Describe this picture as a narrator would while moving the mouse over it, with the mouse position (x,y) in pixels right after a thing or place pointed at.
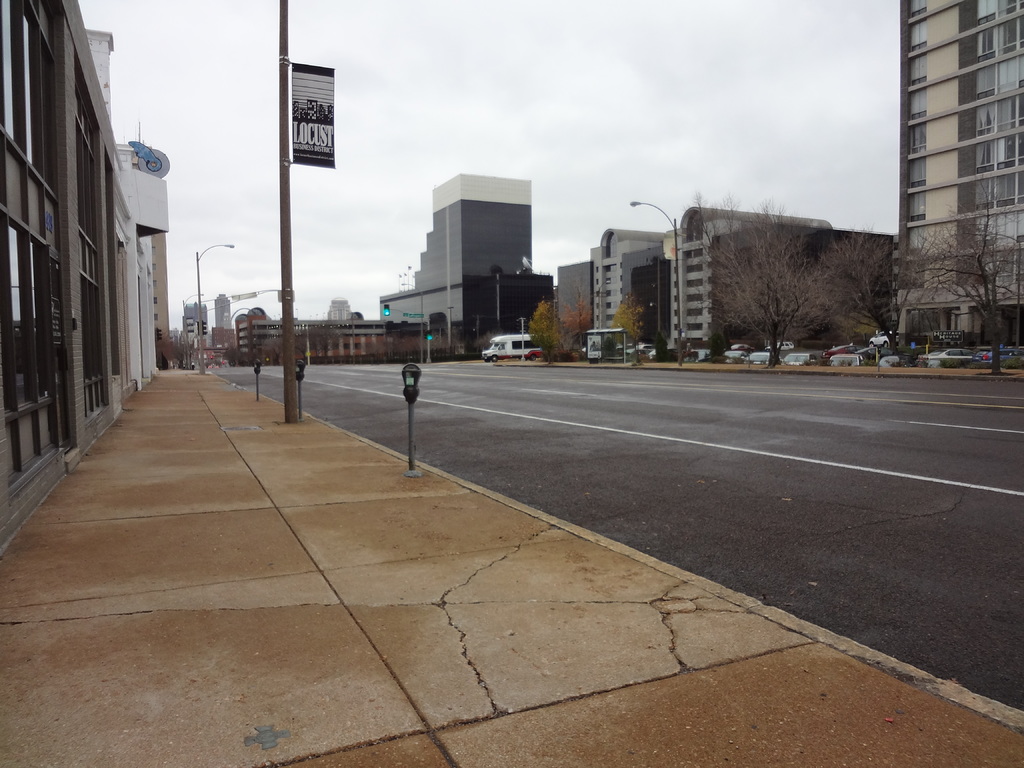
In this image there is a road (715,448) in the middle (657,395). On the left side (121,452) there is a footpath (163,421) beside the buildings (87,255). On the footpath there are parking meters (413,436) and a pole (289,246). On the right side (886,340) there are few cars (906,359) parked in a parking lot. Beside them there are trees (802,269). At the top (687,79) there is the sky (591,85). In the middle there are traffic signal lights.
